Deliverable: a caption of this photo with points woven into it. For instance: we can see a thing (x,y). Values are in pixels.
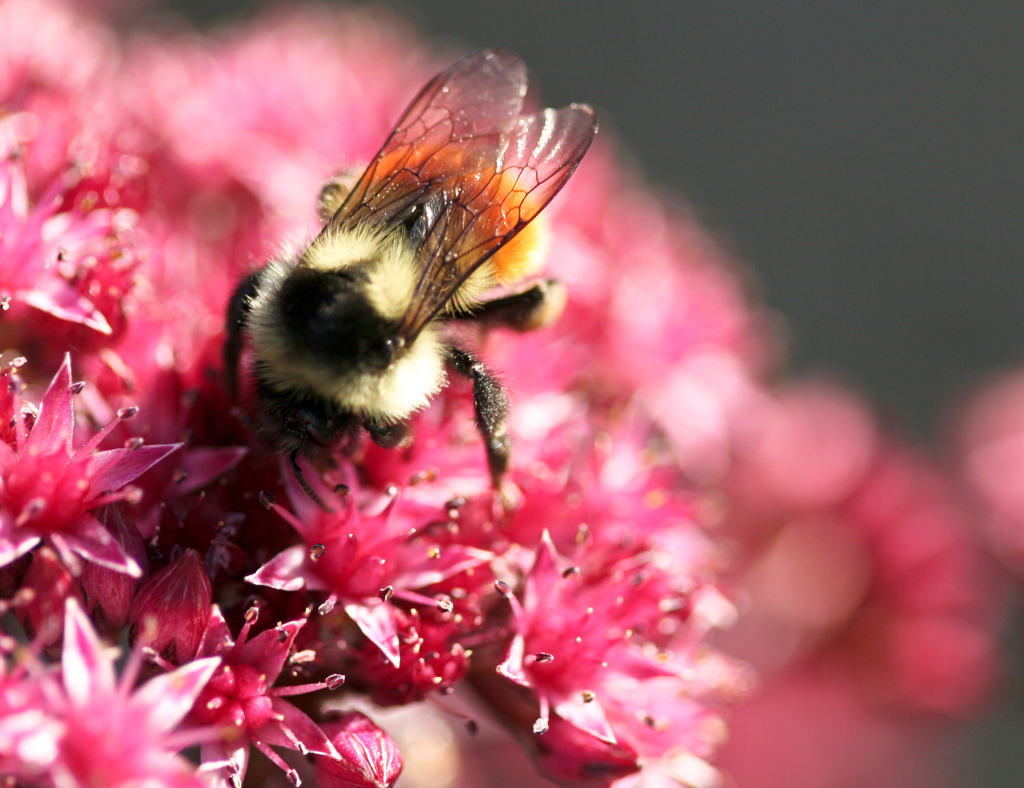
In this picture there is an insect (412,307) on the pink color flowers (453,604). At the back (527,19) the image is blurry.
